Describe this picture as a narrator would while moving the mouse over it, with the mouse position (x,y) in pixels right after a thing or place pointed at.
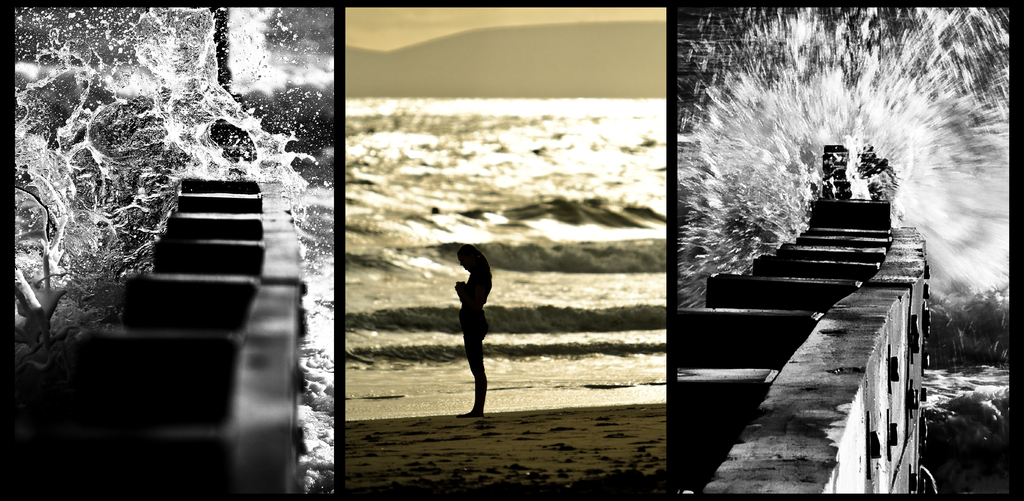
This is a collage of three images where we can see, there is one woman (473,345) standing on the beach area (502,403) in the middle of this image (475,292). There is some water (117,311) on the bridge (171,270) as we can see on the left side of this image (137,239) and right side of this image (875,236) as well.
